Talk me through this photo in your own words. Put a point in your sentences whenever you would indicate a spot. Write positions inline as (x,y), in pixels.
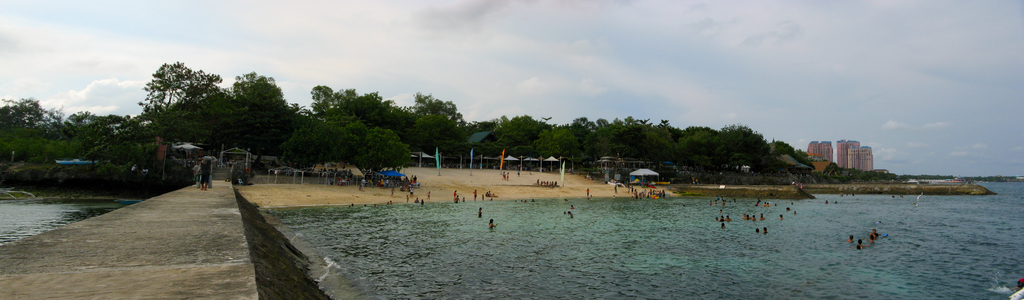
At the bottom of the image (818,252), we can see water (550,270). In the middle of the image (646,159), we can see trees (828,166), buildings (848,166), flags (472,158), umbrellas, and, shelters (651,175) and people (645,190). At the top of the image (791,52), we can see the sky (440,33) with clouds (657,18). On the left side of the image (197,230), we can see a platform (216,214) and people (207,166).
